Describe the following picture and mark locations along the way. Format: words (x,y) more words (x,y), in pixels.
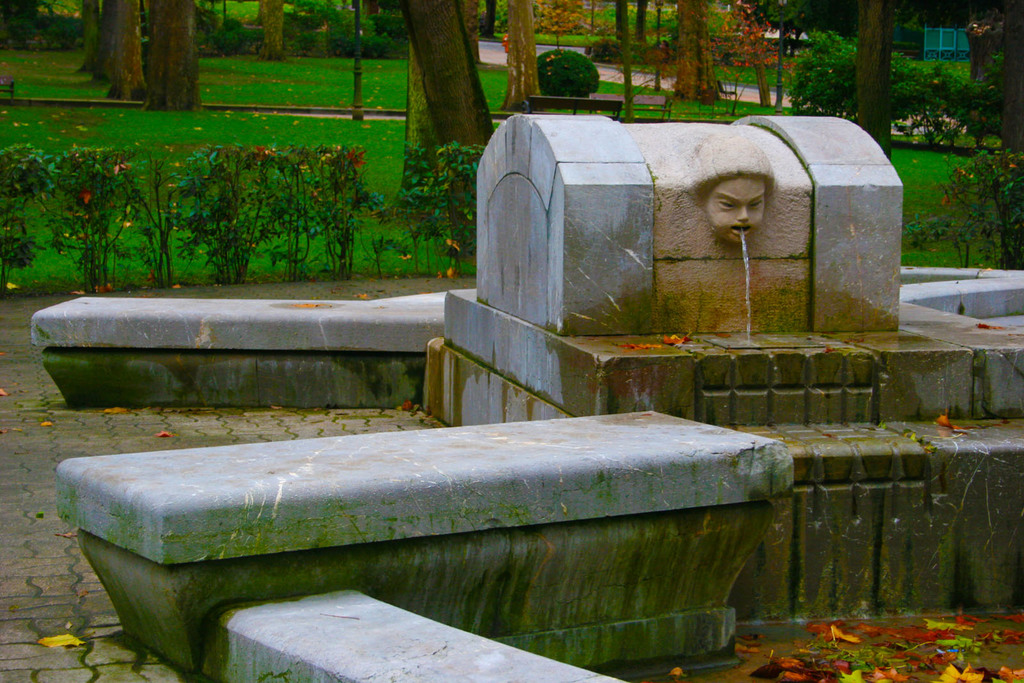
Here we can see water (745,254) coming out from a sculpture (736,164). There are plants (996,265) and this is grass (233,130). Here we can see a bench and trees (688,86).
